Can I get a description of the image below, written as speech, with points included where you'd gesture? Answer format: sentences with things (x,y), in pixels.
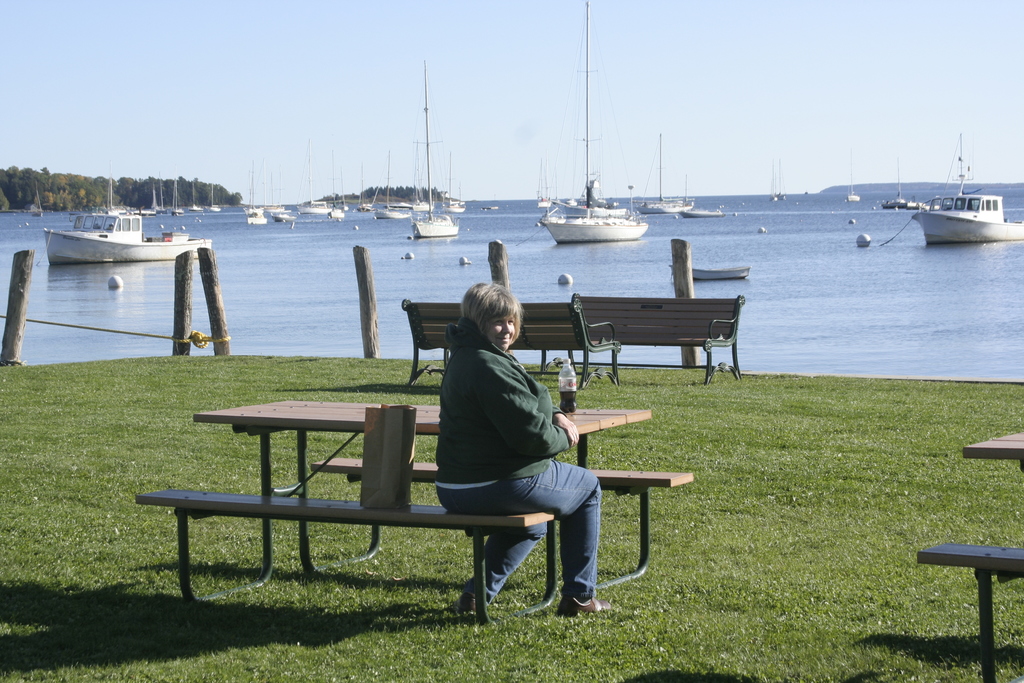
In this image there are benches (493,516) on a grassland (525,596) and a woman (502,502) sitting a bench (486,522), beside her there is a bag (400,490), in front of her there is a table (582,418), on that table (592,414) there is a bottle (564,400) in the background (682,287) there are wooden pole (682,273) and there are boats (961,214) on the sea (941,246) and there are trees (185,180) and the sky (432,75).
